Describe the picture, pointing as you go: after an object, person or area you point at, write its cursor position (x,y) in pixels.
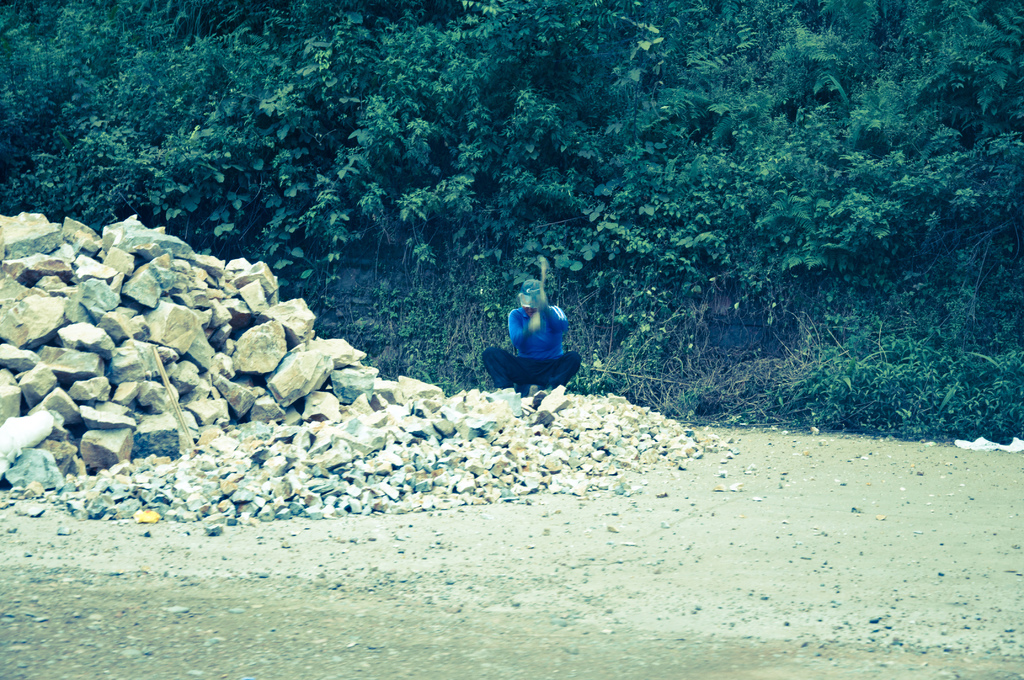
In this image I can see the person (529,351) wearing the blue and black color dress (534,351). There are many rocks (430,439) in-front of the person (542,362). In the background (568,215) there are many trees (514,162).
